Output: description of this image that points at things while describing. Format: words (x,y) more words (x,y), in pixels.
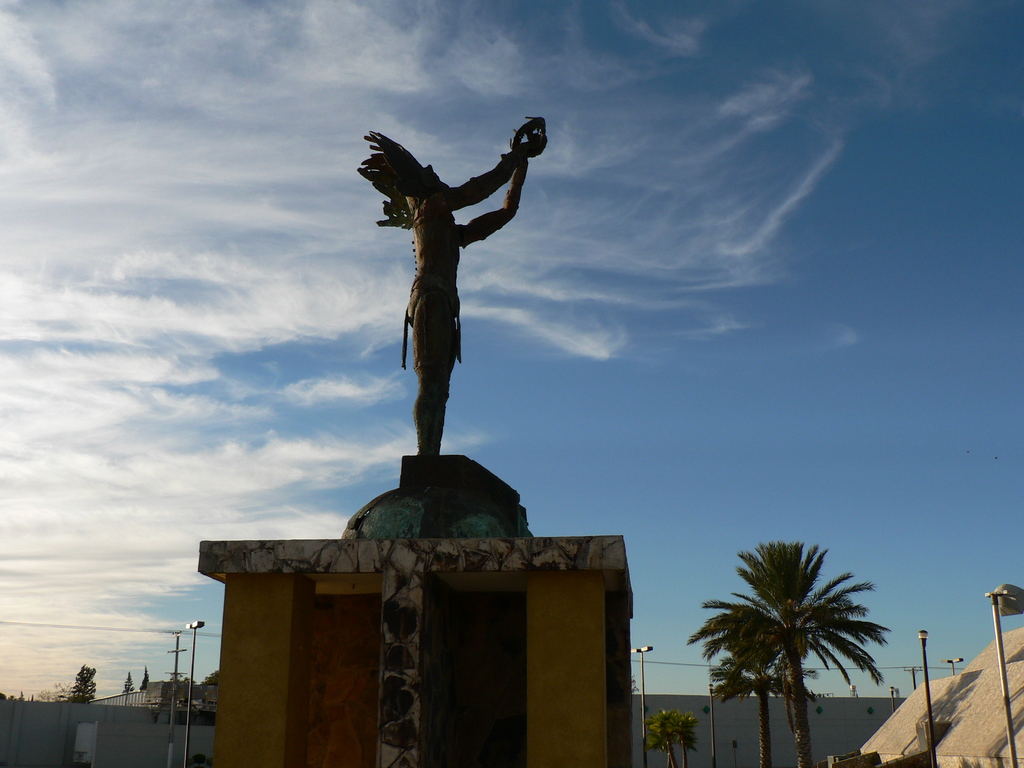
In this image I can see a statue (417,233). I can see trees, light-poles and wall (131,734). The sky (890,197) is in white and blue color.
